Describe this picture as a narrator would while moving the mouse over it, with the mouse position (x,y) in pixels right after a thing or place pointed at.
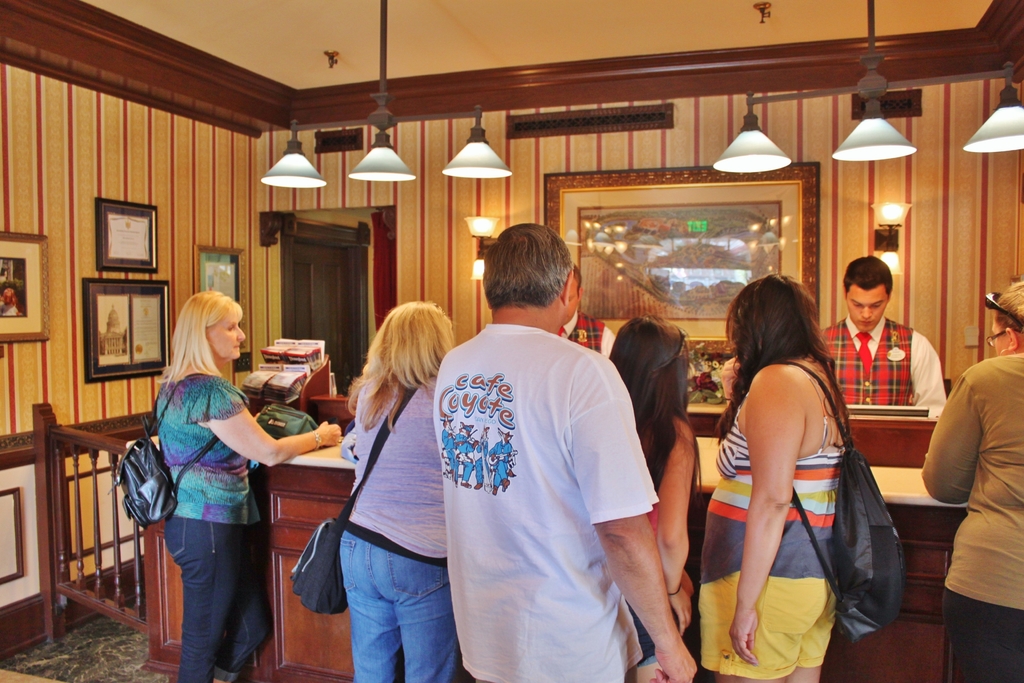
In this picture I can see few people (735,470) standing, few photo frames (791,250) on the walls (75,129) and few lights (1019,136). I can see a monitor (879,408) and few papers (288,369) in the stand (326,379). I can see few women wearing bags (378,449) and the picture looks like a reception (890,432).
